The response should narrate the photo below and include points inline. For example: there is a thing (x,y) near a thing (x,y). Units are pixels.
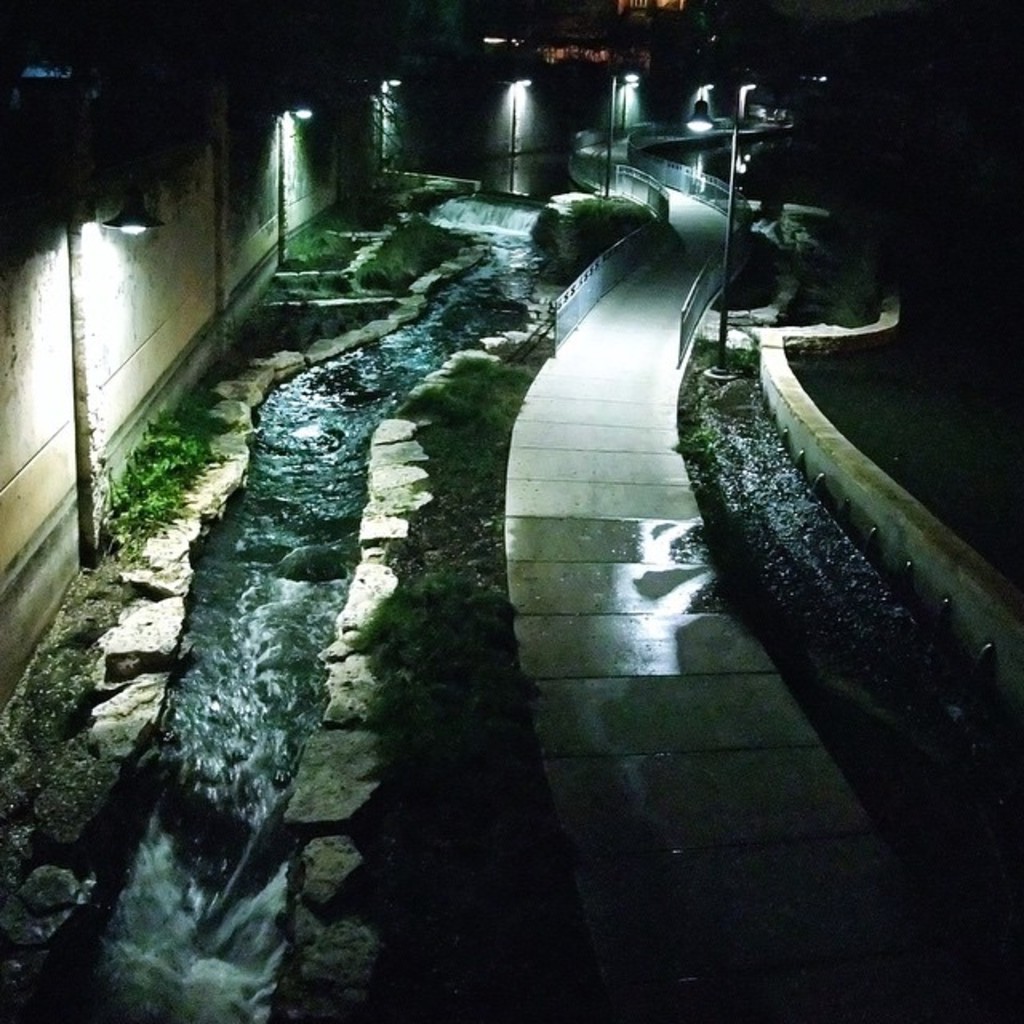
At the bottom of the picture (683,799), we see the pavement (643,629). Beside that, we see the grass (415,604). Beside that, we see the water (254,625) is flowing. On the left side (127,263), we see a wall (48,402), poles (76,375) and lights (119,211). In the background (741,114), we see the streetlights (727,236) and the road railing (690,337). In the background (870,214), it is black in color. This picture is clicked in the dark.
